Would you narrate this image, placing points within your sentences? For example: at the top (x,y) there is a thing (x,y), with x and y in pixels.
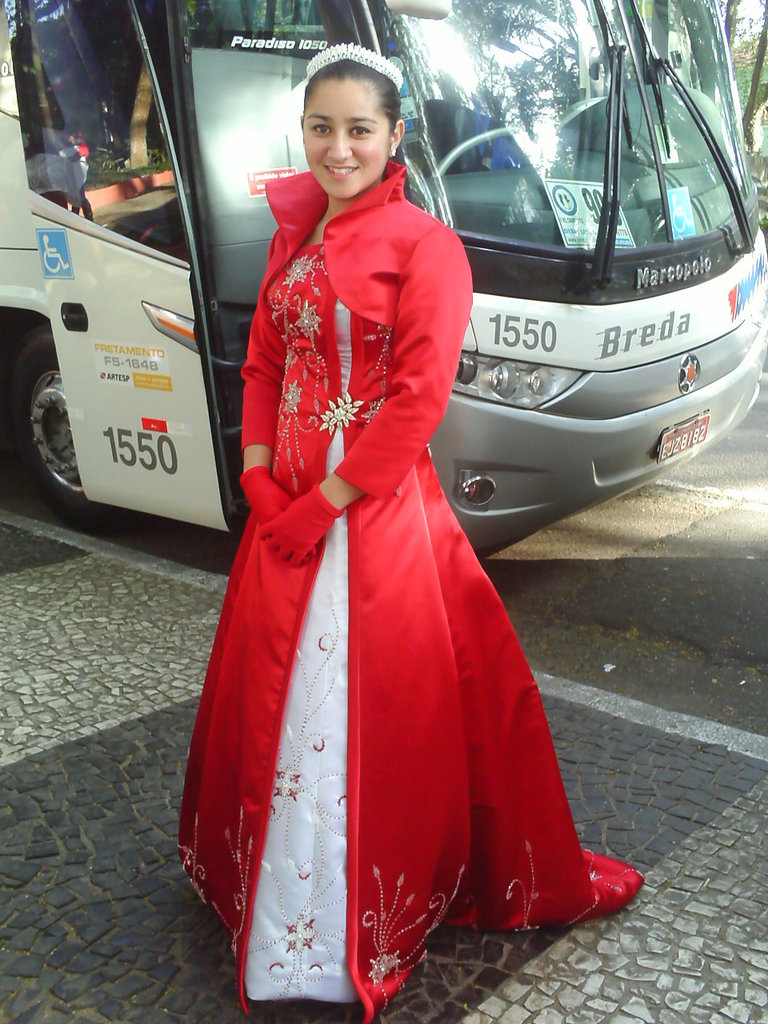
In this image, there is a girl (444,792) standing and she is wearing a red color dress (369,660), at the background (721,320) there is a bus (507,424).
